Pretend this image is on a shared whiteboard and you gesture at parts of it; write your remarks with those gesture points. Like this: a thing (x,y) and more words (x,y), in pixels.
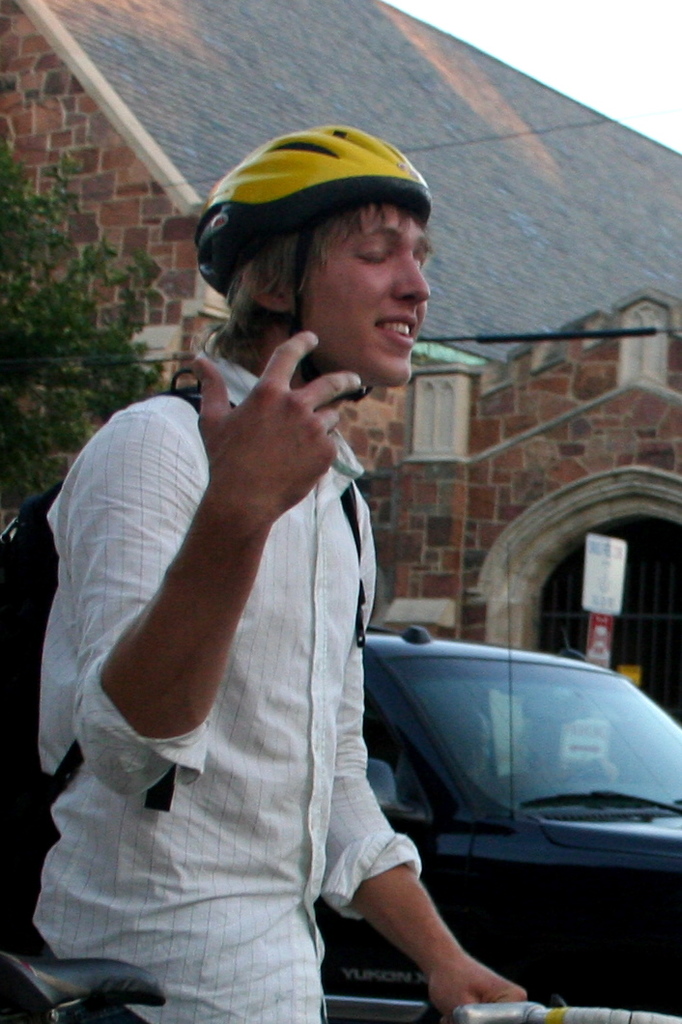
In this image there is a house (556,151), there is a tree (65,327) towards the left of the image (43,341), there is a sky (585,41), there is a person (156,892) wearing a helmet (310,178) and a bag (38,571), there is a bicycle (92,986), there is the car (560,801), there is a board (600,612).
